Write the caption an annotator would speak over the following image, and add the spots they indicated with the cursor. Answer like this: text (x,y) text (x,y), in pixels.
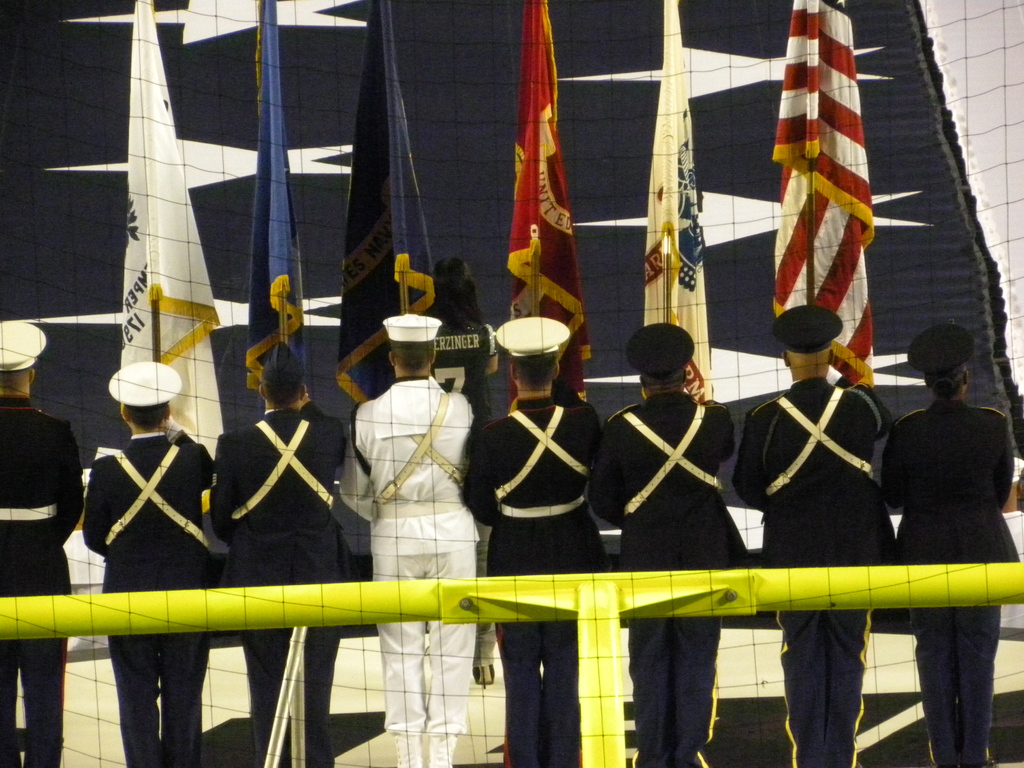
In this image we see few people (481,527) standing and holding flags (685,261), there is a rod (13,612) behind the persons (921,459) and there is an object (736,298) looks like a flag (689,48) in the background (892,378).
